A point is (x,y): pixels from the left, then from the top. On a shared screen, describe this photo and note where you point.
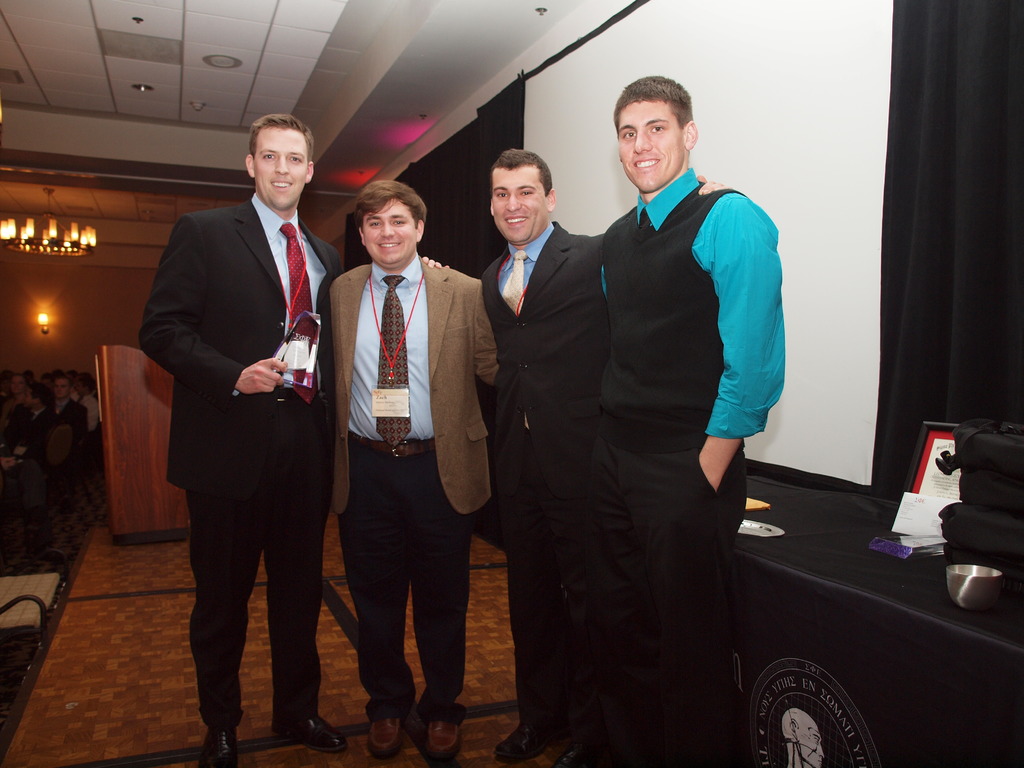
In this image I can see the group of people (639,196) with different color dresses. To the right (919,509) I can see the bowl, board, papers (904,511) and few objects (762,500) on the table (820,582). To the left (15,448) I can see few more people (33,445) and the podium (124,452). In the background (23,347) I can see the light (43,315) and the wall (51,327). I can see the chandelier (17,238) at the top (31,240).
